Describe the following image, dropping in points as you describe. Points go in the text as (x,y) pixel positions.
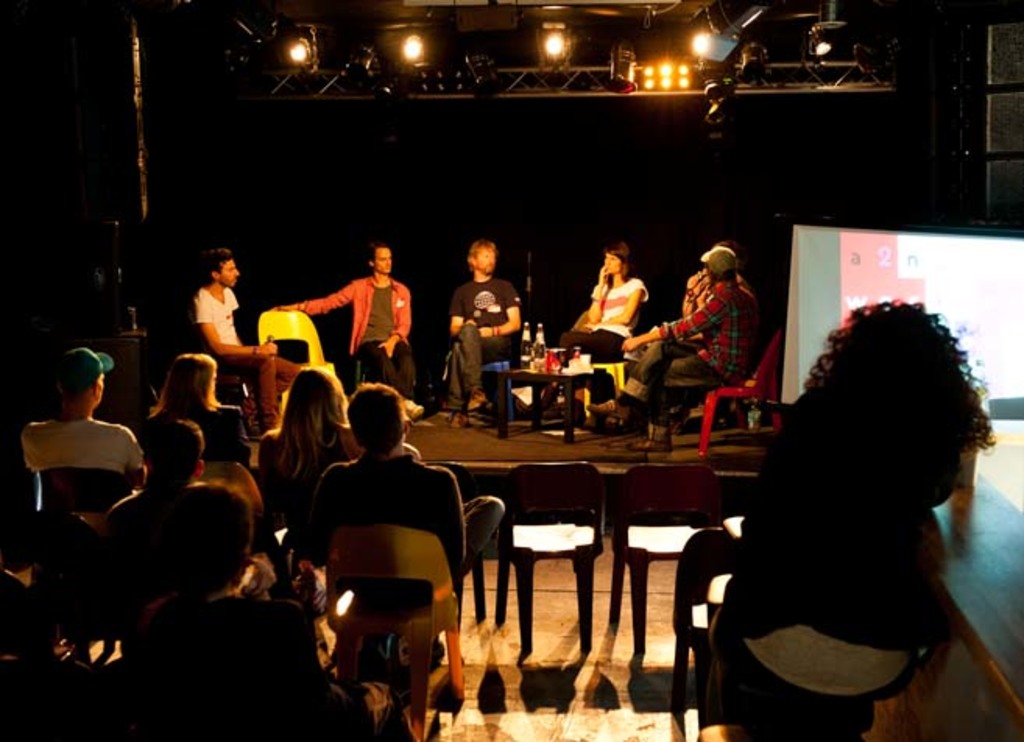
In this image we can see some people (965,451), chairs (532,522) and other objects (1005,416). In the background of the image (230,362) there are some persons (235,343), chairs (767,355), bottles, table (517,381), lights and other objects (578,362).
